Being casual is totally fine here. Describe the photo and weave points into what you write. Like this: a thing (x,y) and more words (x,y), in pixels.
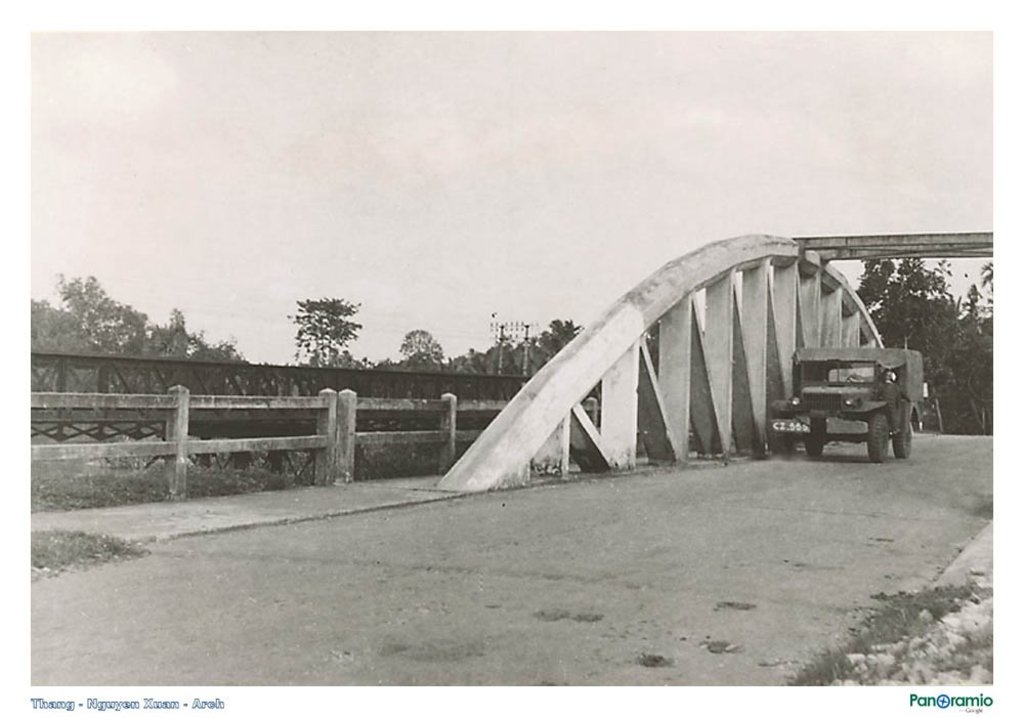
Black and white picture. Vehicle (874,362) is on the road (798,477). Background (986,318) there are trees (949,319) and fence (244,437).
